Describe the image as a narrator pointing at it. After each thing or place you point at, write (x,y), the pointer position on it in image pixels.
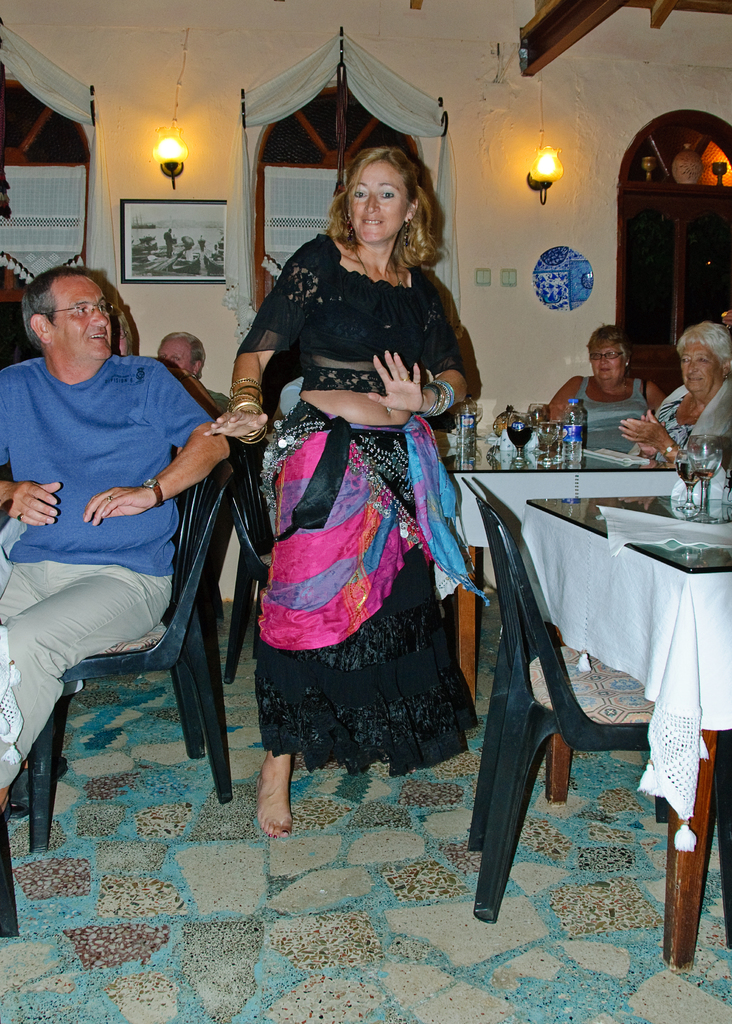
In this picture we can see a woman (311,625) dancing here this is the floor (181,912). And on the left side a man (68,456) is sitting and smiling. And the right side there are two people (705,382) sitting on the chairs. And on the background (161,6) there is a wall (498,229). This is the frame (193,263) and these are the lights (166,146).
